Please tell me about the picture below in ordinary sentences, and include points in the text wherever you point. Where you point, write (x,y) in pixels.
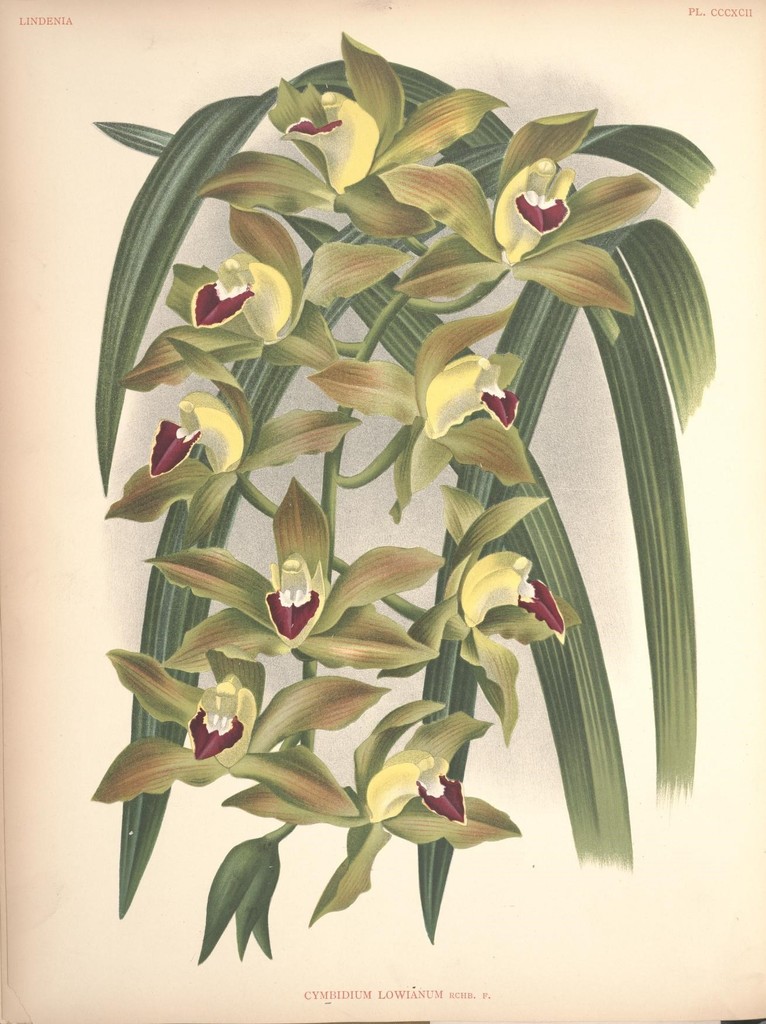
In this image there is a painting (349,487). In this painting (420,777) we can see flowers (293,754).
